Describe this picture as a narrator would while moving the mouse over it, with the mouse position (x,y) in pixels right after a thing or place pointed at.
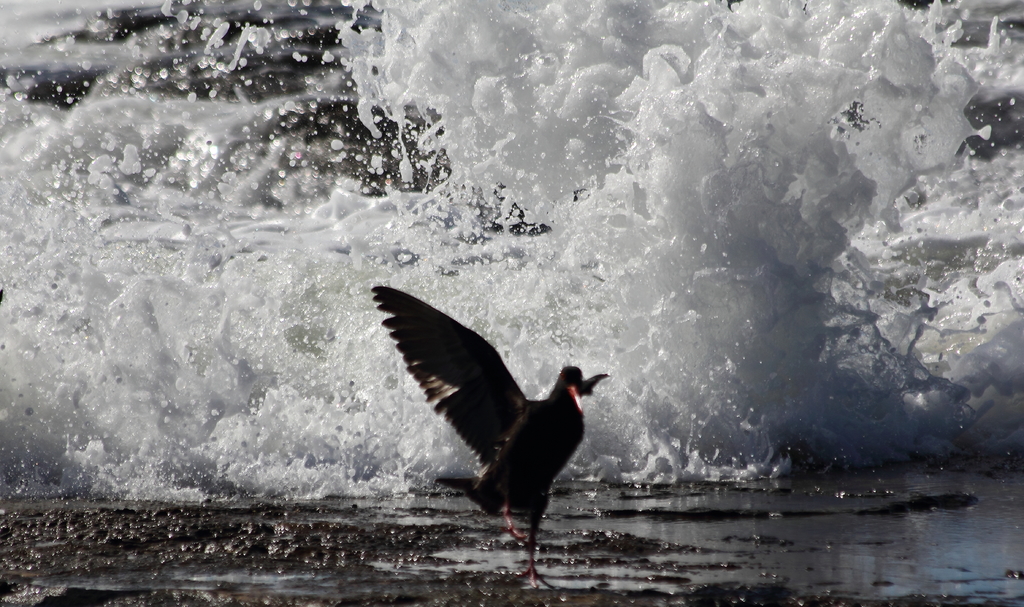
In the image I can see the ground (286,546), a bird (514,476) which is black and orange in color and the water (690,200).
